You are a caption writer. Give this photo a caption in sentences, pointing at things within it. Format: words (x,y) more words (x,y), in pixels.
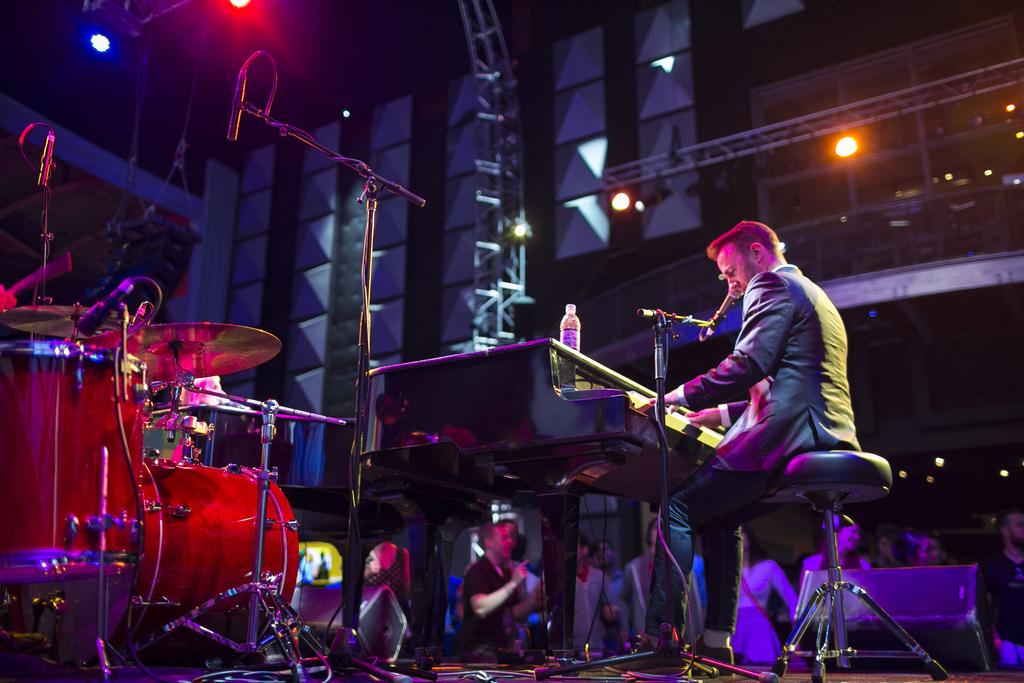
In this image I can see a man (717,411) is sitting in the centre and on the left side of him I can see a musical instrument (570,480). I can also see a bottle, few mics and a drum set (272,546) in the front (364,465). In the background (469,622) I can see number of people (580,562) are standing and on the top of this image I can see few lights (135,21).
